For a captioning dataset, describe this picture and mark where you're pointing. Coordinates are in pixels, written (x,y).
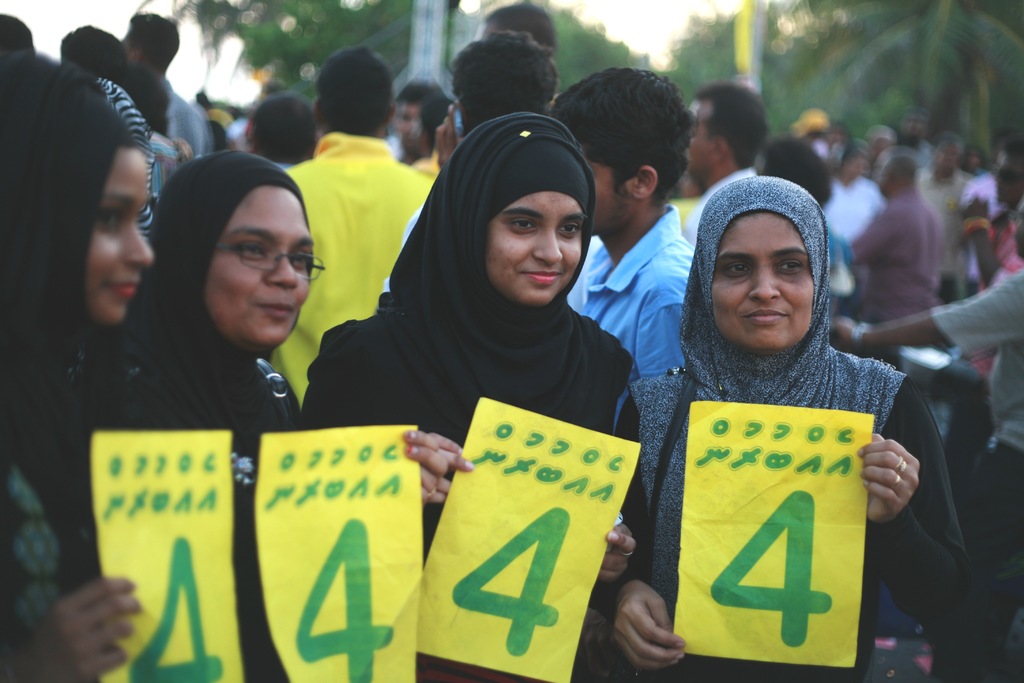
In this image we can see people (526,356) holding papers (553,572) in their hands (895,516) and behind them, we can see trees (955,33), poles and people (383,130) standing.
